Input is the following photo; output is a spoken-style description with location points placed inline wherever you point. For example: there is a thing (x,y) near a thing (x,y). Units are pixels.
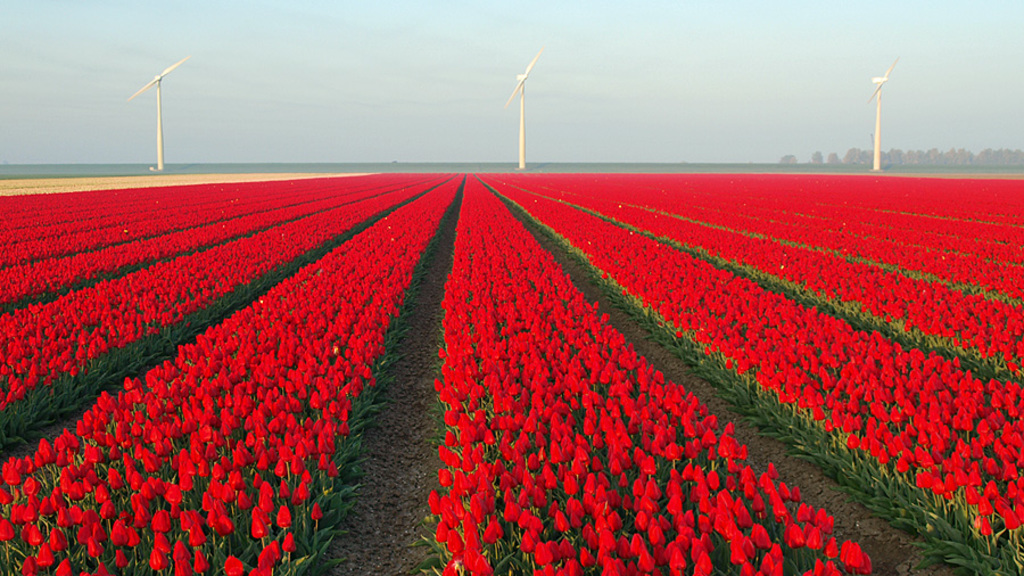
In this image we can see a flower garden (554,358). There are windmills (168,72) in the image. There are many trees (900,158) in the image.
